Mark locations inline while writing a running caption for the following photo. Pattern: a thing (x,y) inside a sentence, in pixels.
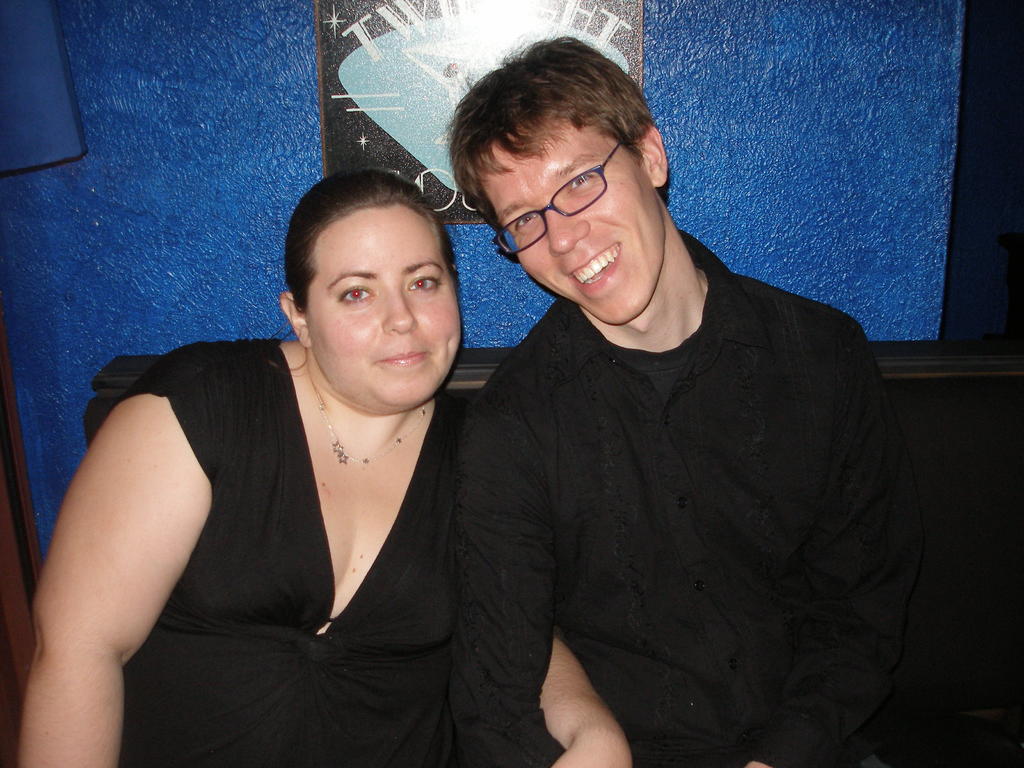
In this image, there are two persons (533,538) sitting on a couch (943,490). In the background (432,117), I can see a photo frame (494,51) attached to the wall (844,66).
